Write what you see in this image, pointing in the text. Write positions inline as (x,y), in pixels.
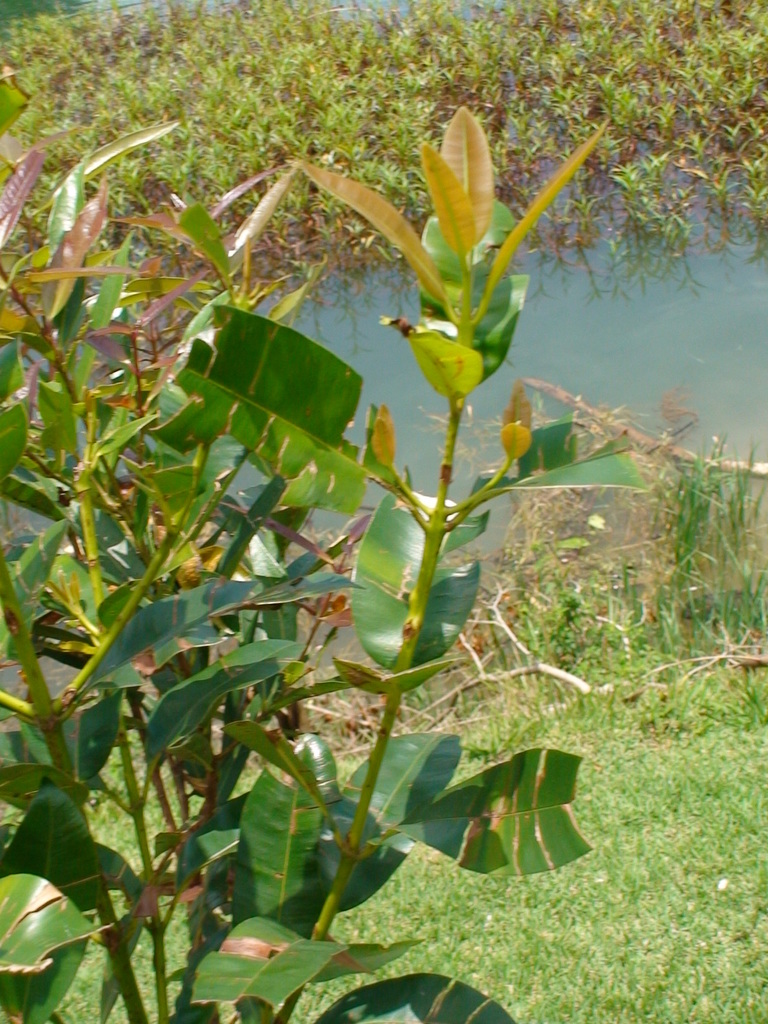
In this image we can see the plants (253,454), grass (702,717), water (651,425) and small plants (398,192) growing in the water (628,268).
